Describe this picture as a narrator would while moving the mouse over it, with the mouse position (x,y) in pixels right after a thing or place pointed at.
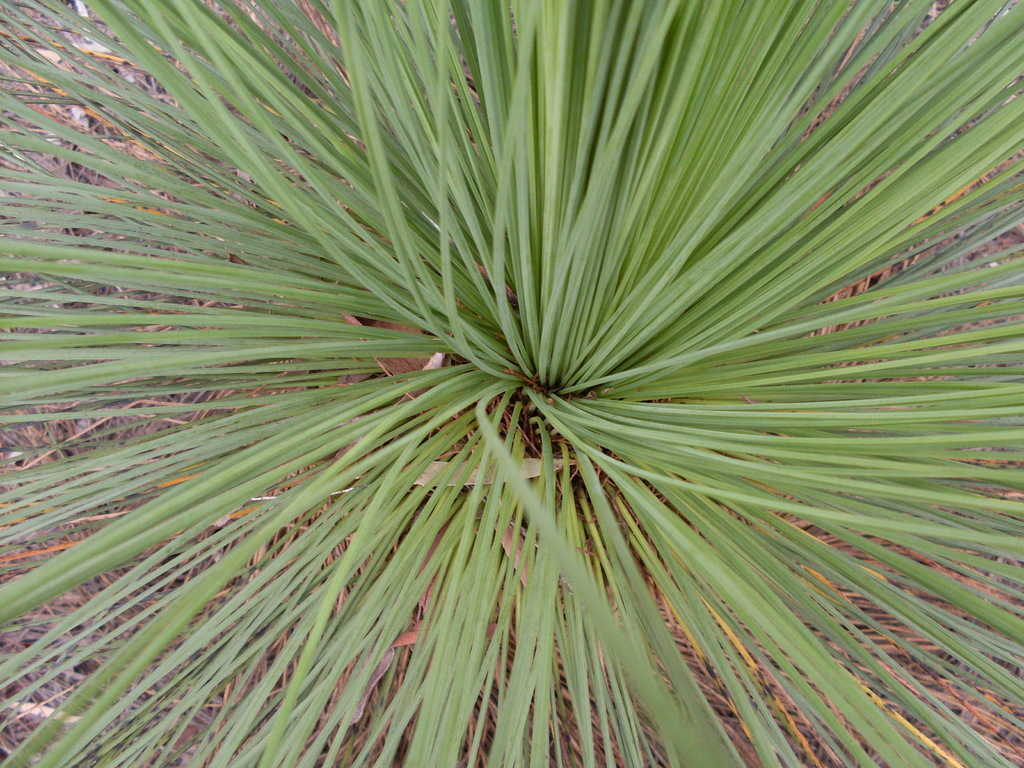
In this image in the foreground (923,487) there is one plant (828,459), and in the background (25,464) there is some grass (926,641).
